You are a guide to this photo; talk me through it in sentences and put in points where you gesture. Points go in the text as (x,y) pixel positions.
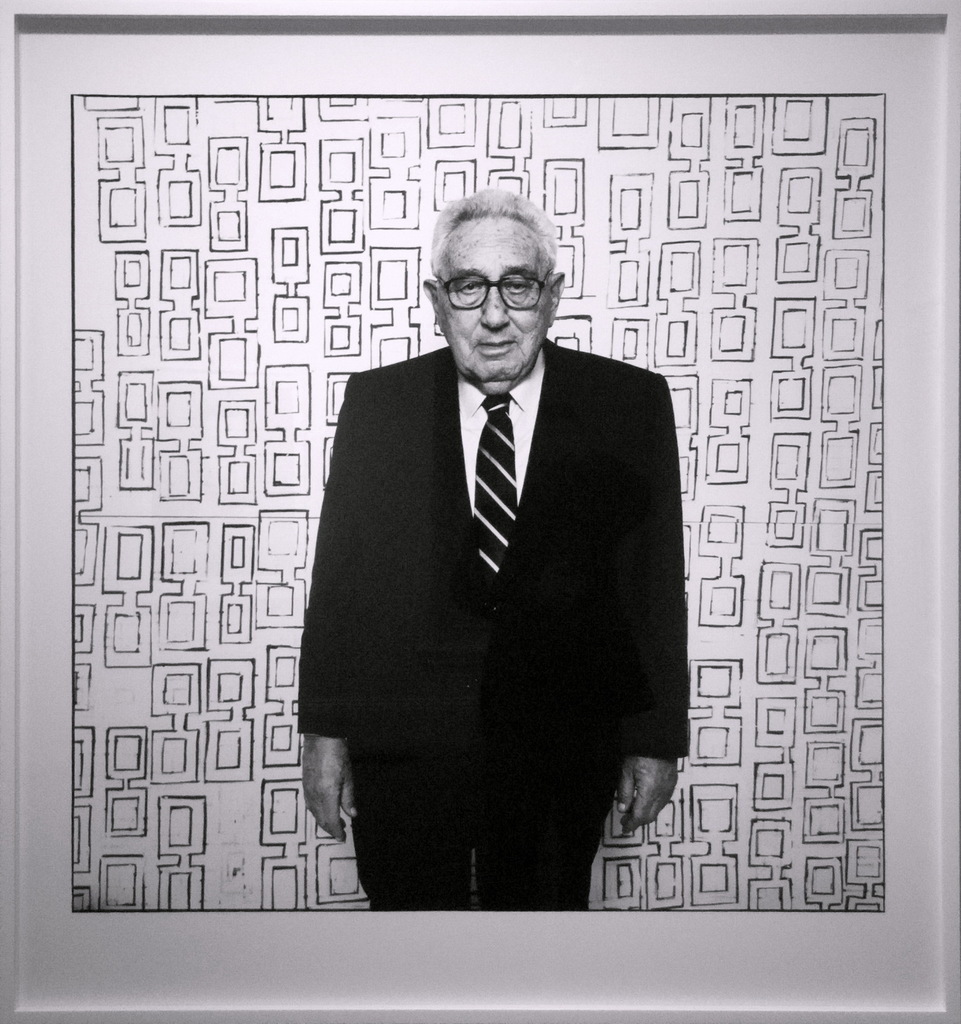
It is a black and white image of an old man (330,579), he is wearing a suit (536,678) and spectacles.
